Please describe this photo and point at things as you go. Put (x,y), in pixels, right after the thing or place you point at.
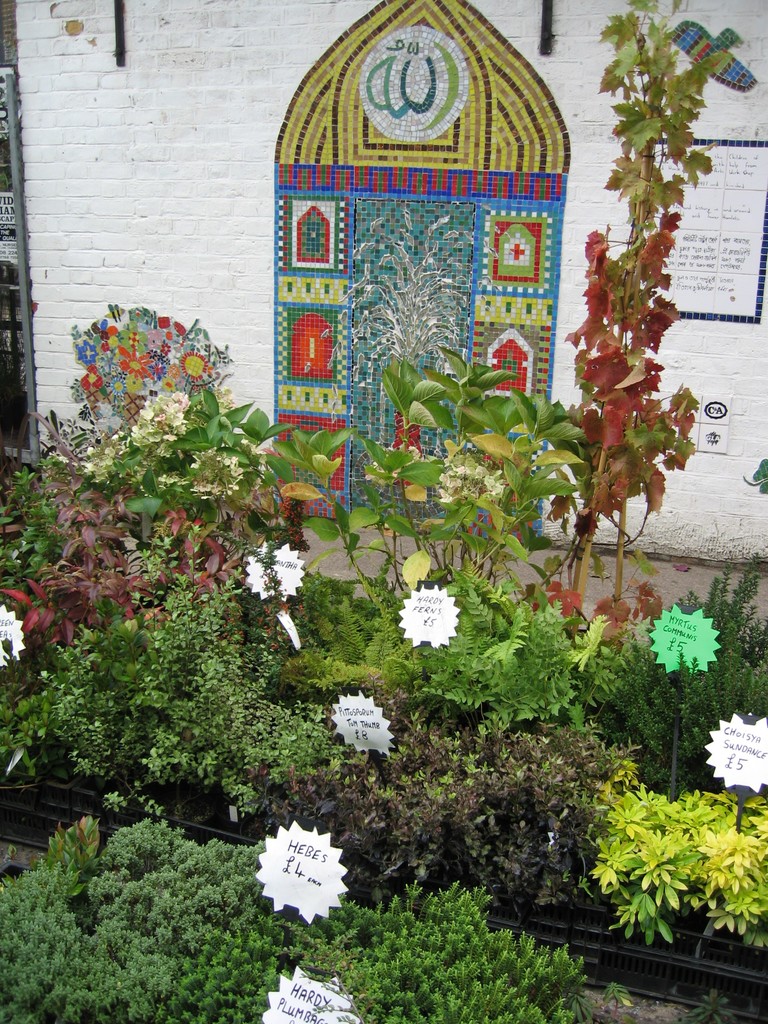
In this image at the bottom (137,855) there are some plants (287,710), on which there are some papers (278,877), at the top (293,156) there is the wall (741,106), on which there is a painting (506,248) and paper (716,157) attached.
